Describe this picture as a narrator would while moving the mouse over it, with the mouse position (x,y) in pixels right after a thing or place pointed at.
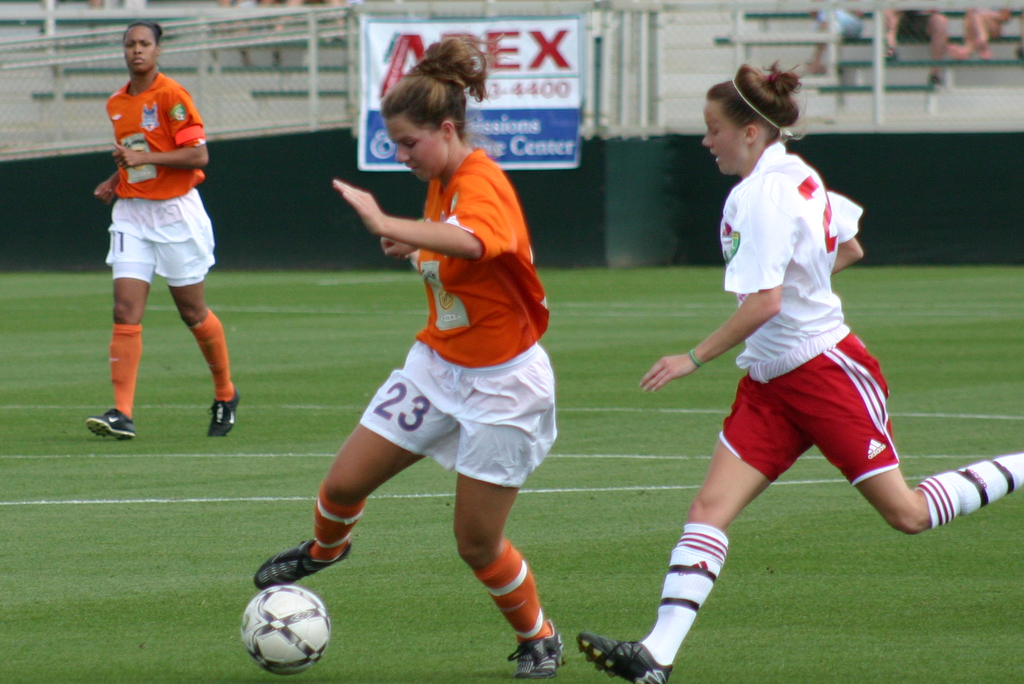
There is a white color ball (322,620) at the bottom of this image (296,626). There are three persons (443,220) playing football on the ground (251,287) as we can see in the middle of this image (522,234), and there is a fencing (208,112) in the background (362,176). There is a poster (519,43) at the top of this image (507,43).
